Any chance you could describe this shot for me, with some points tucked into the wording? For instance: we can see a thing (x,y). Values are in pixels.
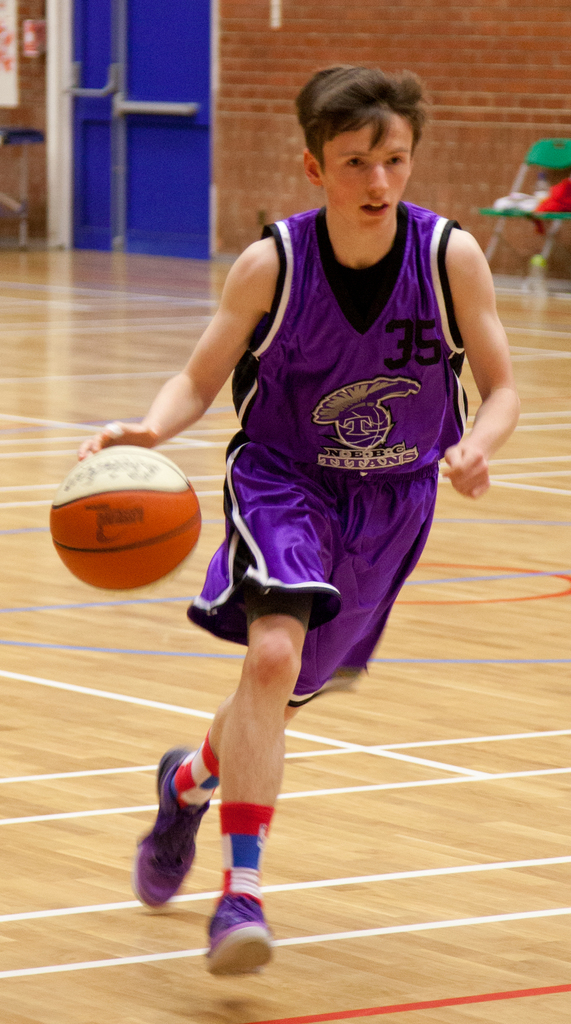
In the image there is a boy (190,377) in purple jersey (294,352) and shorts (297,501) running on the basketball field (24,968) with a basketball (138,552) in his hand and in the back (244,125) there is a brick wall (570,268) with chair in front of it and a door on the left side (89,151).
